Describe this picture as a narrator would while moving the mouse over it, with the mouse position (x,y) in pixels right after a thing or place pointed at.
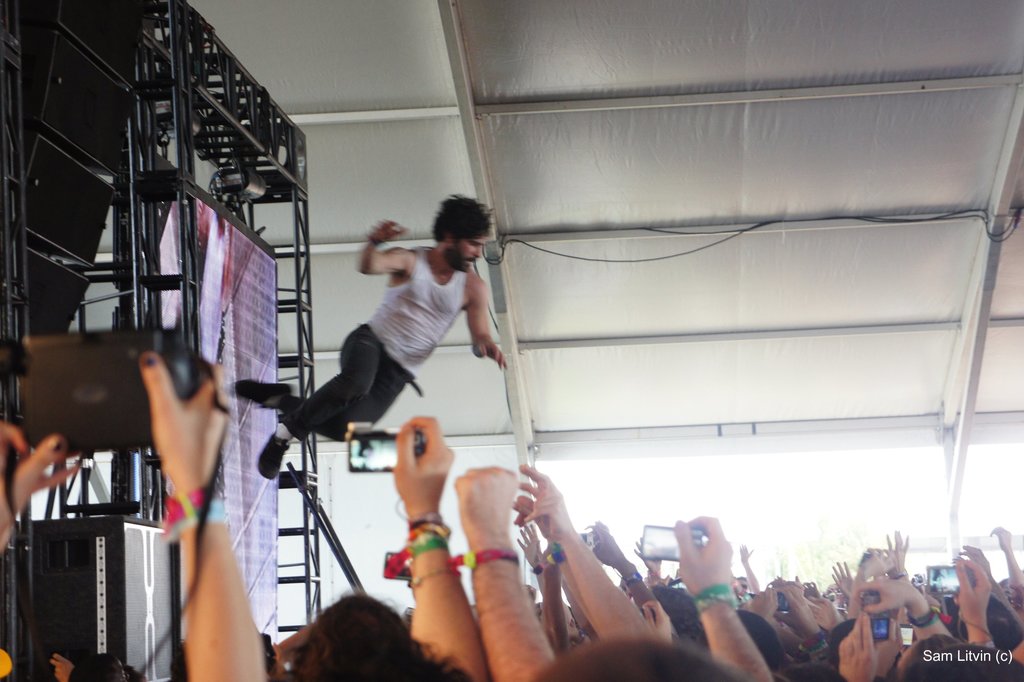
In this image we can see a man (412,312) jumping. At the bottom (356,655) there is crowd (698,563) and we can see people (521,545) holding cameras (672,550). In the background (258,115) there are rods (251,95) and pillars (282,309). We can see a roof (597,238).
